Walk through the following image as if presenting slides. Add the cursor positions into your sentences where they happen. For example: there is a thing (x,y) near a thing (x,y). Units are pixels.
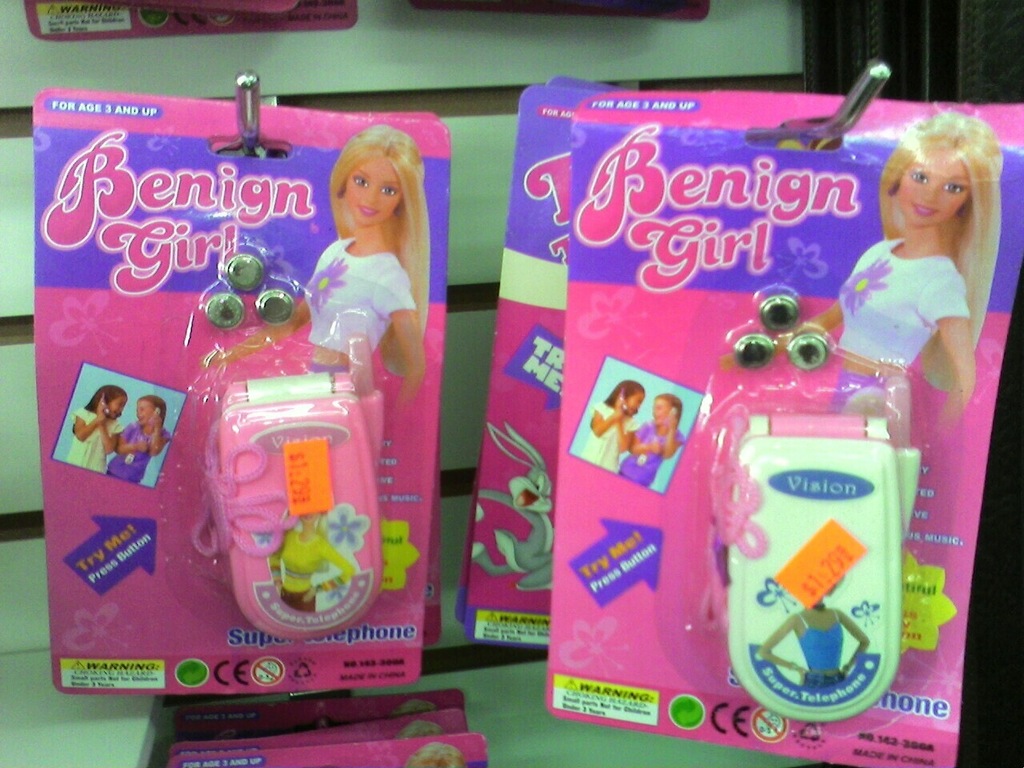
In the foreground of this image (300,421), there are toy mobile phone packets (360,486) hanging to the hook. In the background (487,61), it seems like a wall (460,69).
